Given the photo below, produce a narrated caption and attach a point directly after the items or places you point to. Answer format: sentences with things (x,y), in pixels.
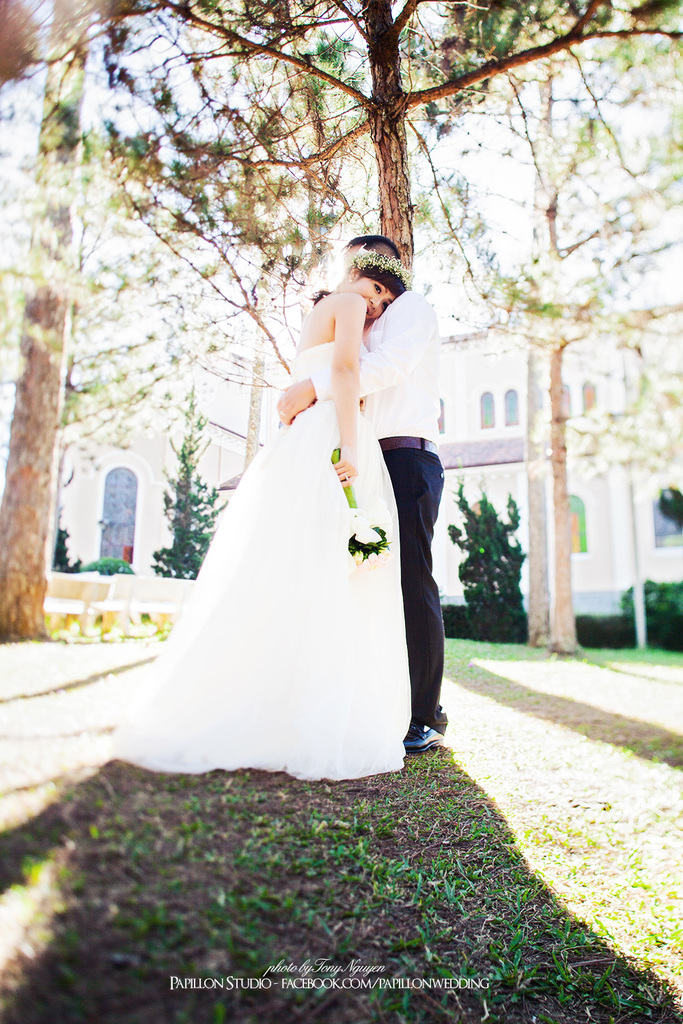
This man (436,504) is hugging his woman (402,708). This woman (351,423) wore white dress (367,605) and holding bouquet (355,539). Background (465,493) there is a building (459,469), plants (482,508) and trees (408,133). Bottom of the image (178,985) there is a watermark (187,984).
